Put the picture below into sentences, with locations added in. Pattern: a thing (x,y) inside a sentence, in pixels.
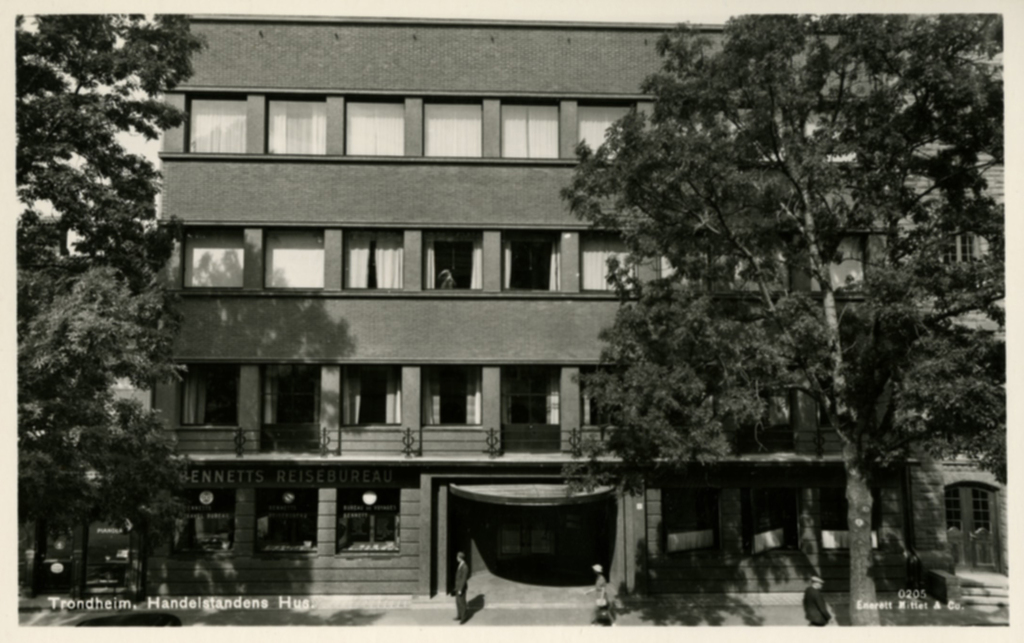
This is a black and white photo. In this picture we can see a building (383,334), windows (602,282), roof (547,483), board (405,483), doors (964,530). In the foreground of the image (609,159) we can see the trees (611,186). At the bottom of the image (606,593) we can see the road (697,617), some persons (462,590) and text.
